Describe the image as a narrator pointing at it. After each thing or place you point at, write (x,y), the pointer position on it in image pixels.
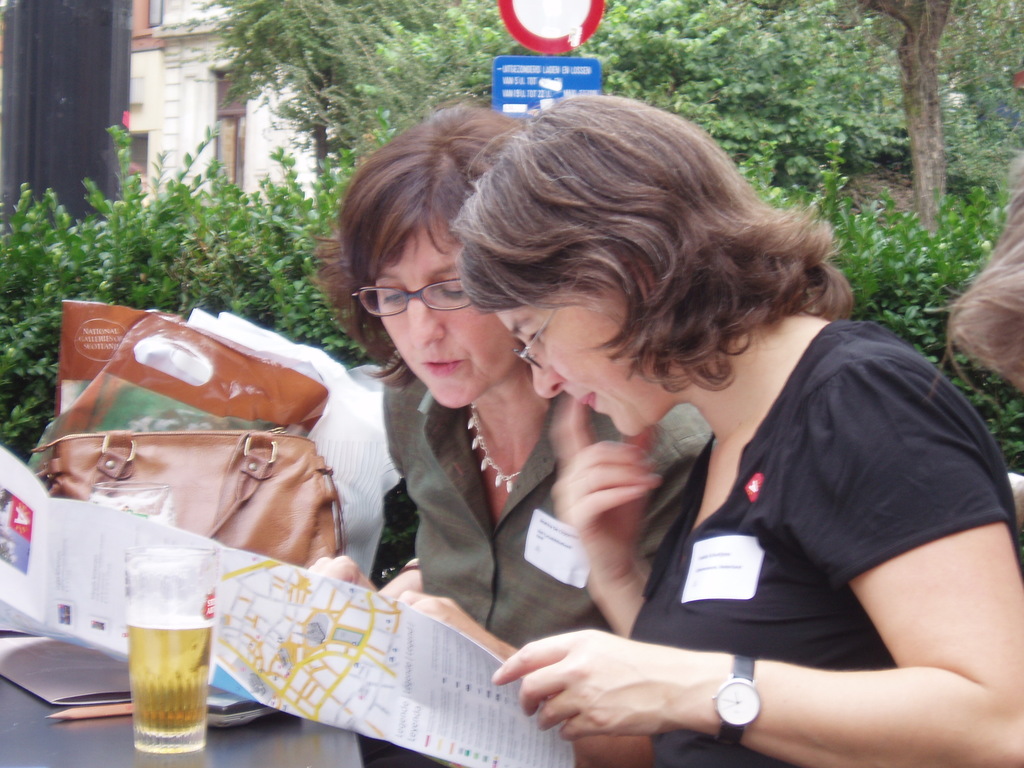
In this picture we can see few people (728,336), two women (547,340) are seated and they are looking into the paper (228,622), in front of them we can see a glass (182,662) and a bag (99,475) on the table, in the background (94,282) we can find sign board (584,24), couple of trees (422,34) and buildings (141,118).
